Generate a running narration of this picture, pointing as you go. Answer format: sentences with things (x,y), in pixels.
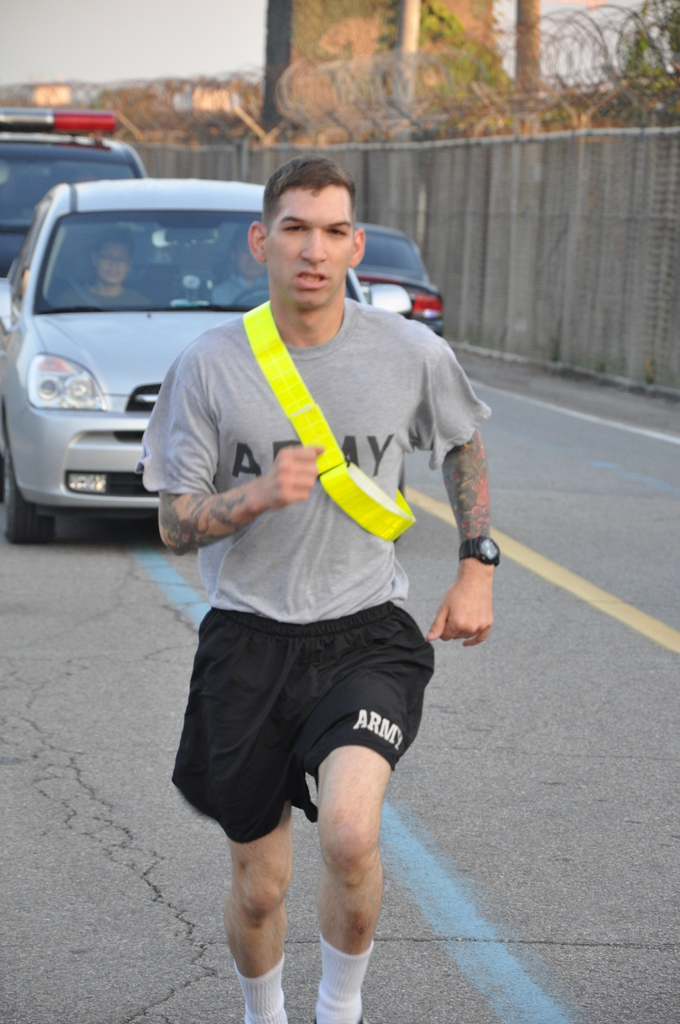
In this image we can see man (365,714) running on the road (366,993), motor vehicles (163,339) on the road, fences (188,106) to the wall (460,171), creepers (439,25) and sky (110,80).
